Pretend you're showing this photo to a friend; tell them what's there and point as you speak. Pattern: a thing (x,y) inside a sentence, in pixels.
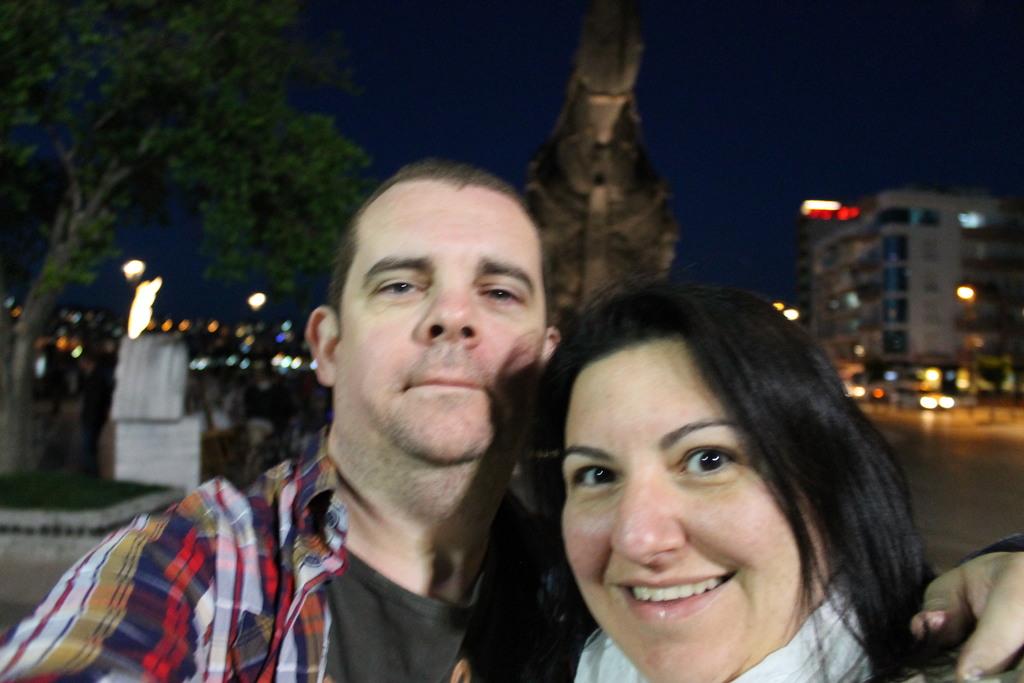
In this picture we can see two people (457,490) and a woman (679,492) smiling. In the background (569,280) we can see a building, statue (584,159), tree (218,120), lights (931,375), some objects (161,354) and the sky (813,90).
